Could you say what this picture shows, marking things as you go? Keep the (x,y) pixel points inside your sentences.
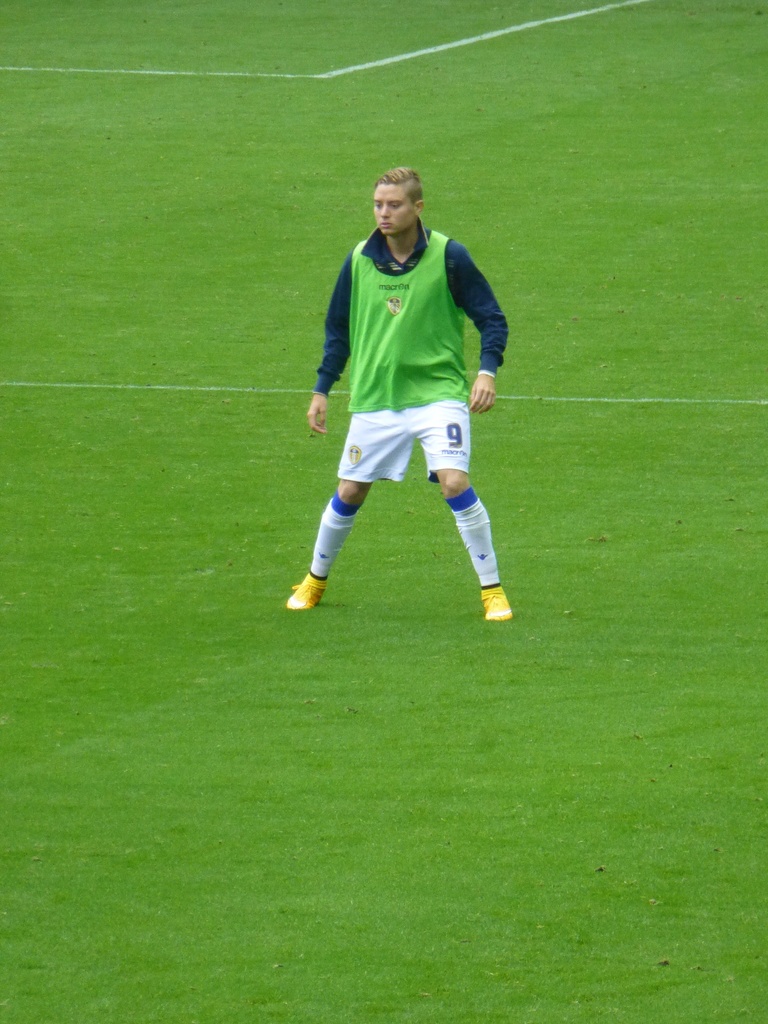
In the center of the image (506,347) there is a person (430,272) standing. At the bottom of the image (312,766) there is grass (249,833).
